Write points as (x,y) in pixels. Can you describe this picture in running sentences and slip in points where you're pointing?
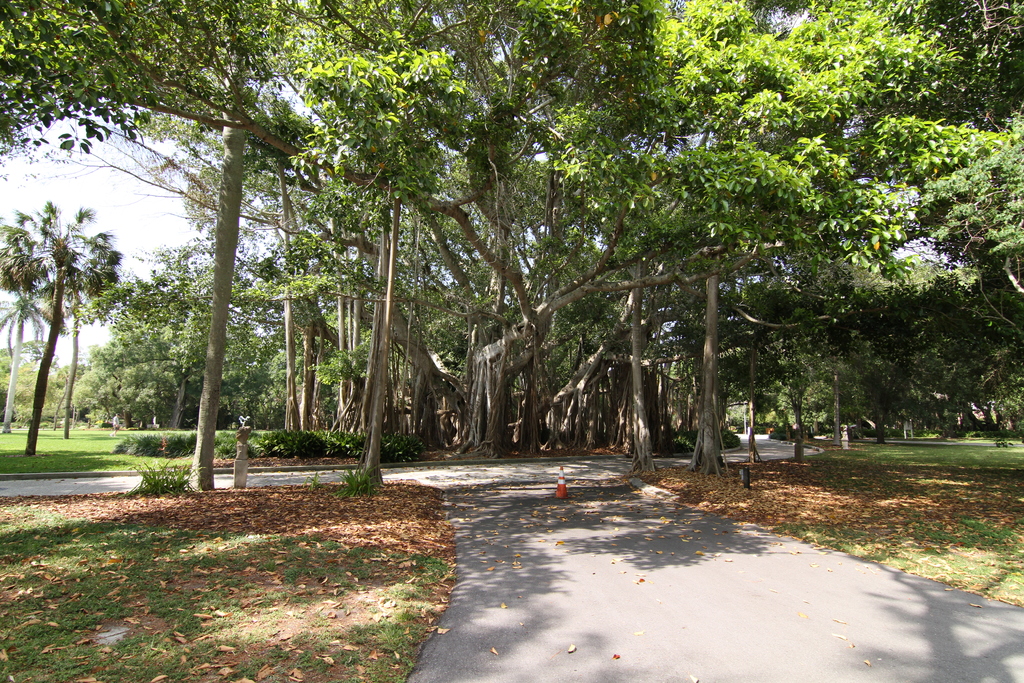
This is an outside view. At the bottom (518,553) there is a road (572,612). On both sides of the road (709,548), I can see the grass (333,646). In the background (527,317) there are many trees (695,274). At the top of the image (138,199) I can see the sky (96,205).
